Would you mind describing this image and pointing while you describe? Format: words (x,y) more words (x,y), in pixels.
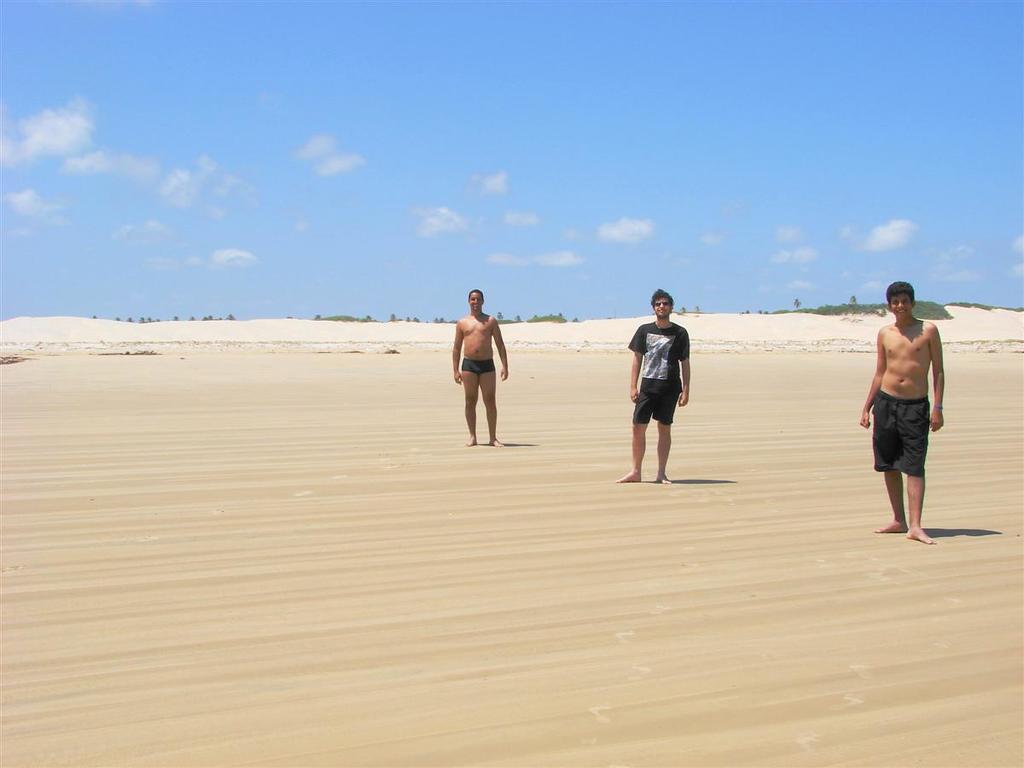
In this image we can see three mans (661,452) are standing. In the center of the image (446,320) trees (209,320), hills (625,325) are there. At the bottom of the image (519,639) ground (543,634) is there. At the top of the image (491,209) clouds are present in the sky (363,221).
